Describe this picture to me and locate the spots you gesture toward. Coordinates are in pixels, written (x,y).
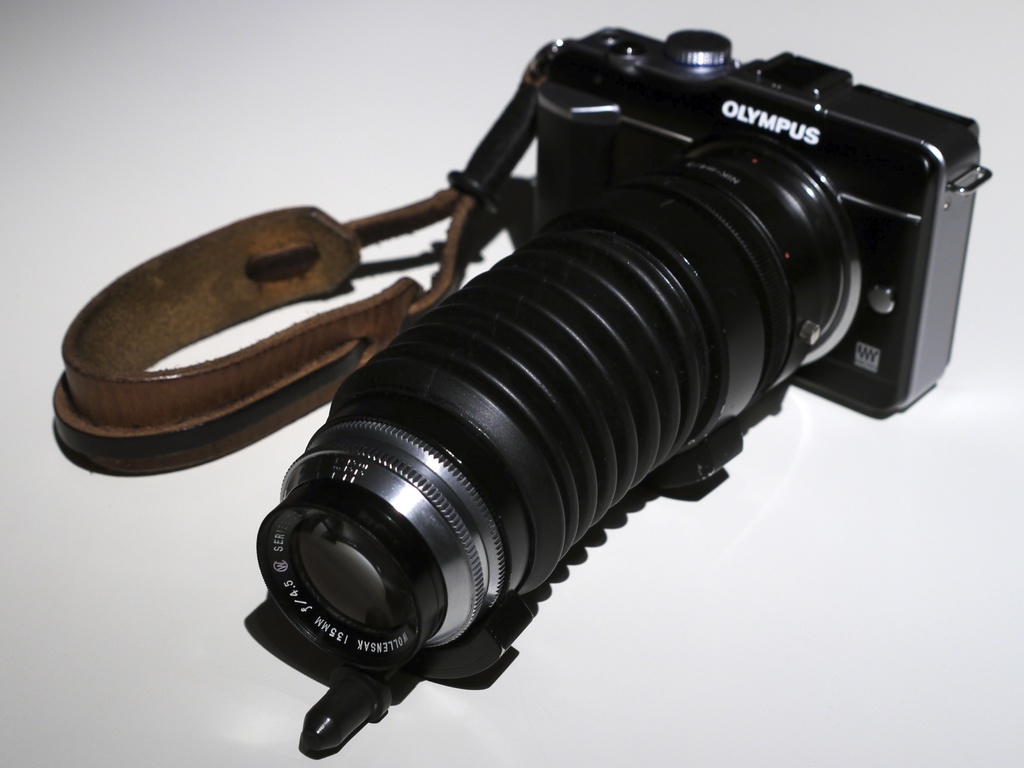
In this picture we can see a camera (431,556) with belt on a white color platform (55,529).
